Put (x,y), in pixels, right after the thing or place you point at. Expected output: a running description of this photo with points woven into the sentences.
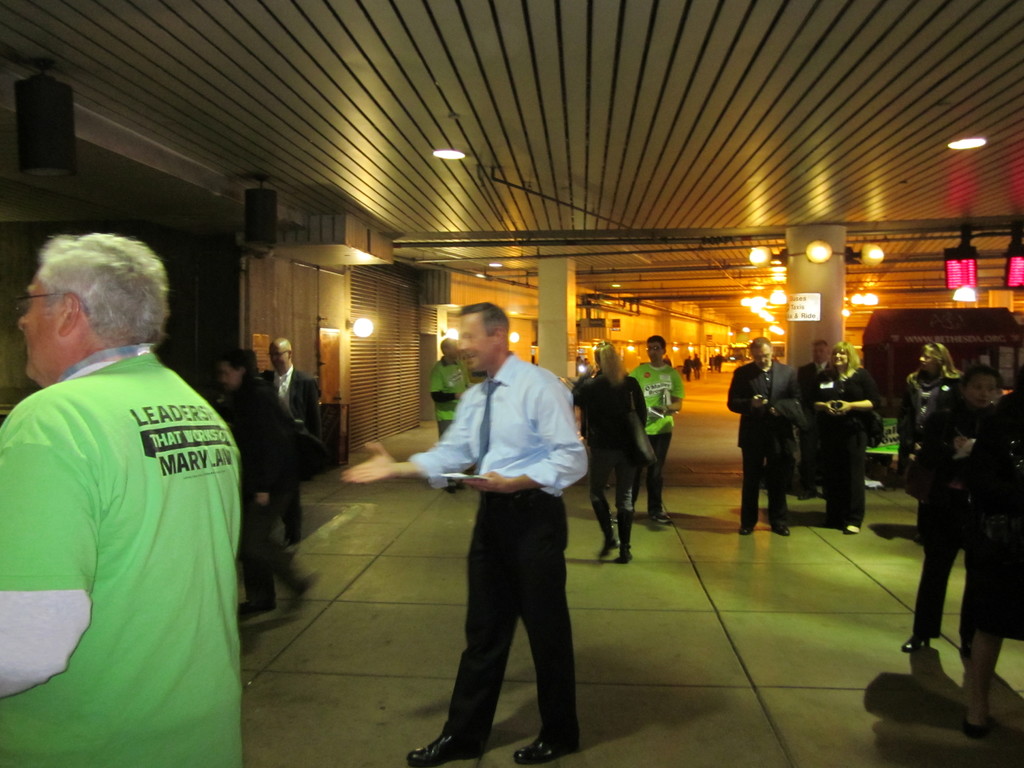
In the middle (501,485) a man (503,547) is walking, he wore shirt (565,479), trouser (521,561), tie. On the left side (140,530) there is another man (147,519), he wore a green color t-shirt (162,554).
